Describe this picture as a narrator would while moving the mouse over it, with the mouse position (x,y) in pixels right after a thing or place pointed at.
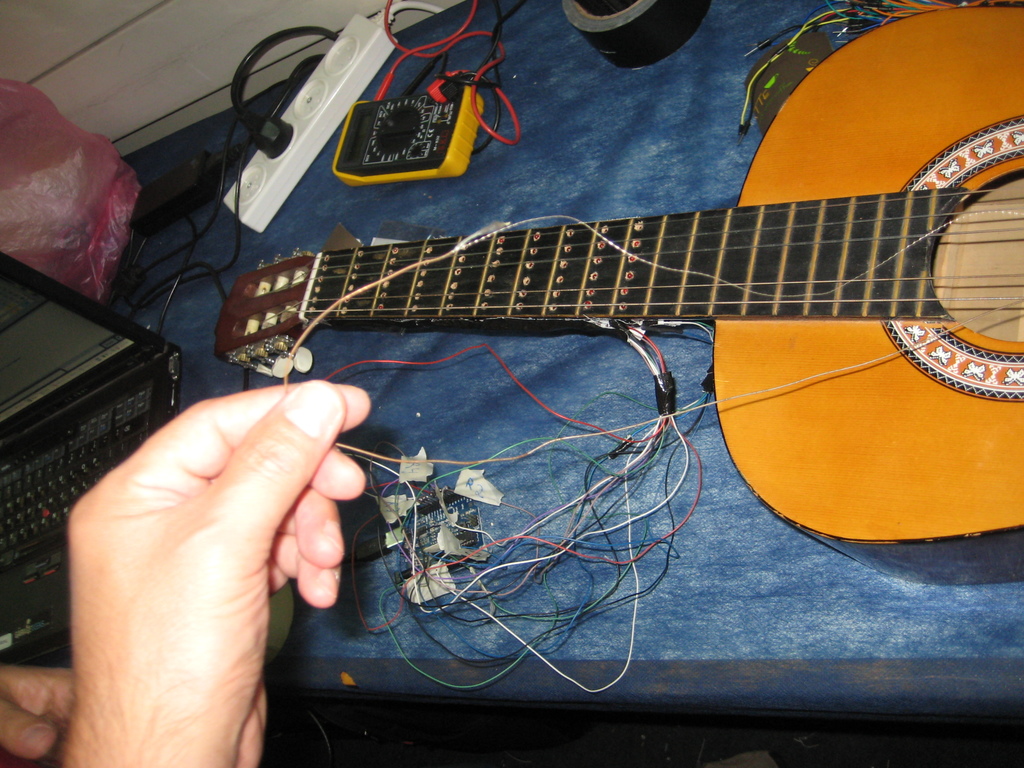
This is a picture, In the picture on the table (697,535) there is guitar (598,278) and the man (291,463) is holding the strings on the table (438,216) there is a extension box (265,161) and the laptop (86,404).
